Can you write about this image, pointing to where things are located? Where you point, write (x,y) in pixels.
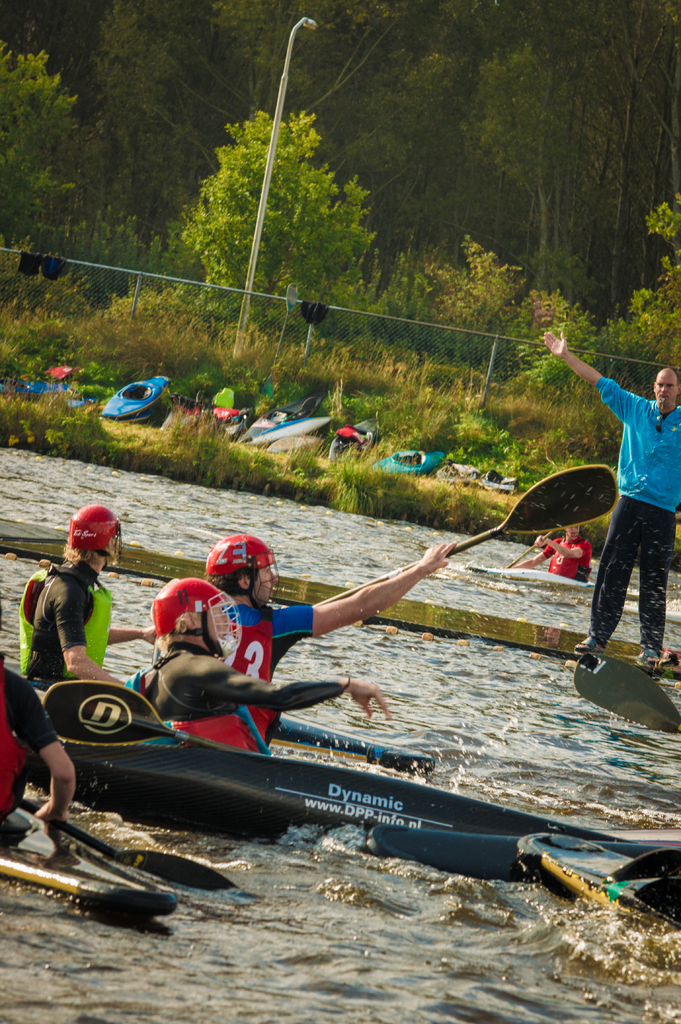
This image consists of many people (228,652). They are boating. At the bottom (442,917), there is water (449,995). On the right (656,530), there is a man (637,546) wearing a blue jacket (659,493) is standing. In the background (419,4), there are many trees (680,73) and boats (217,410) along with a pole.
